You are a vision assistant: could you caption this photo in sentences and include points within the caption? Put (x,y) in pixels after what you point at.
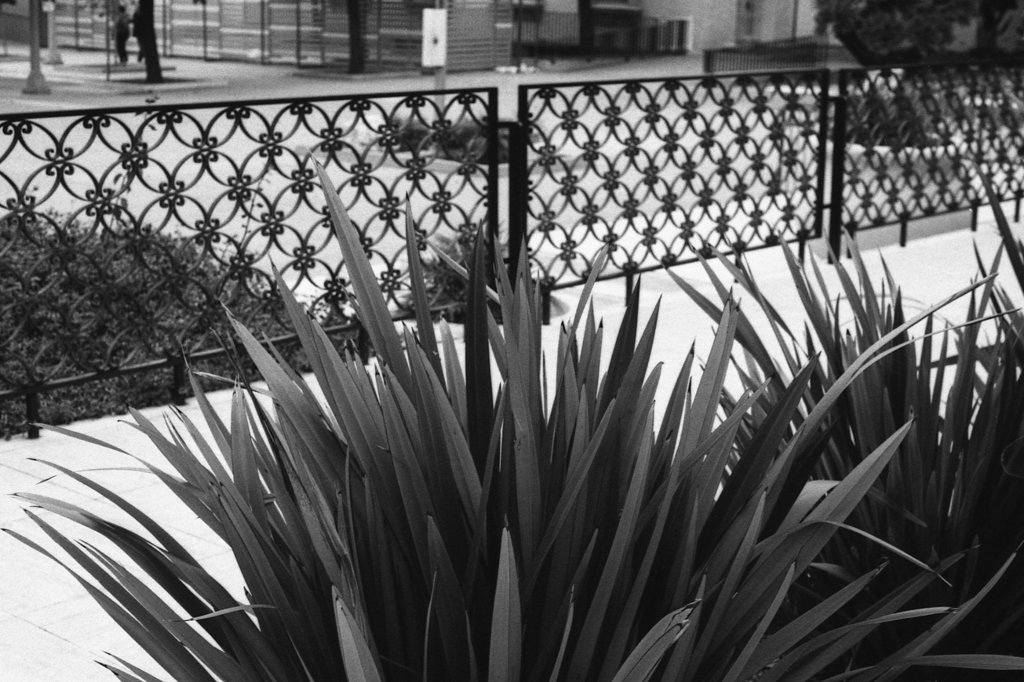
In this picture we can see plants (726,435), beside these plants (723,434) we can see a fence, ground (89,456), poles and some objects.
